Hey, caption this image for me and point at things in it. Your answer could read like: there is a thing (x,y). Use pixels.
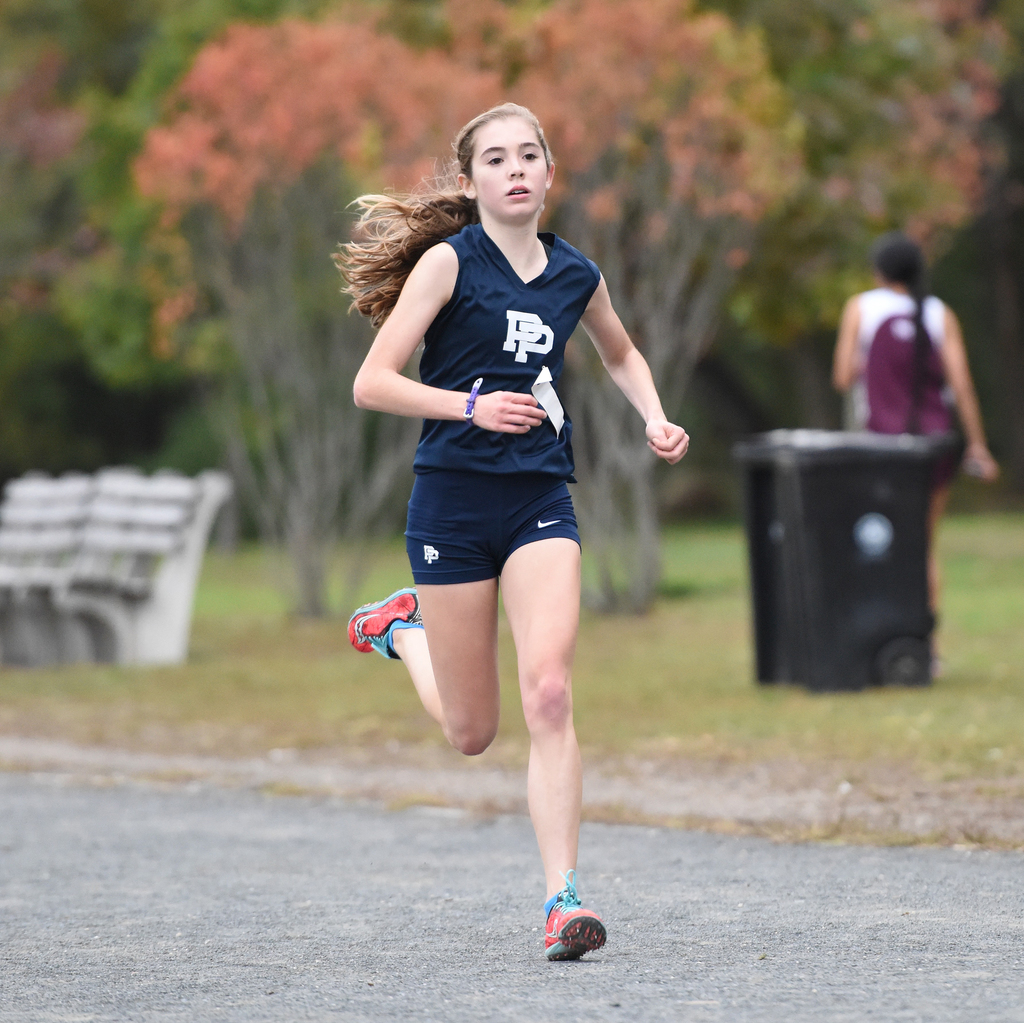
In the foreground of this image (462,173), there is a girl (469,162) running on the road (436,950). In the background (558,119), there are trees (239,175), a bench (156,494), a black color object (827,572) and a woman (923,360) walking on the grass (966,620).
